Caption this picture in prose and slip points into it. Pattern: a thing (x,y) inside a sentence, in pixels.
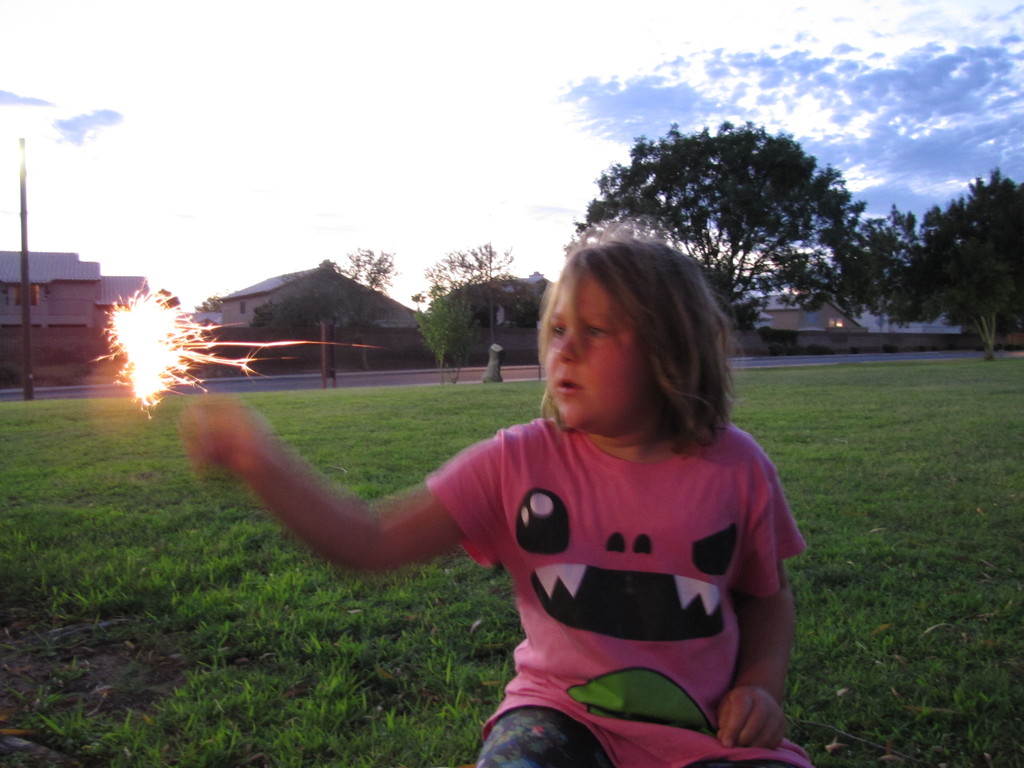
In this image we can see a girl (568,604) is sitting on the grassy land (456,677). She is wearing pink color t-shirt (665,585). Background (4,285) trees (710,222) and houses (13,297) are present. The sky (520,108) is full of clouds (910,81).
